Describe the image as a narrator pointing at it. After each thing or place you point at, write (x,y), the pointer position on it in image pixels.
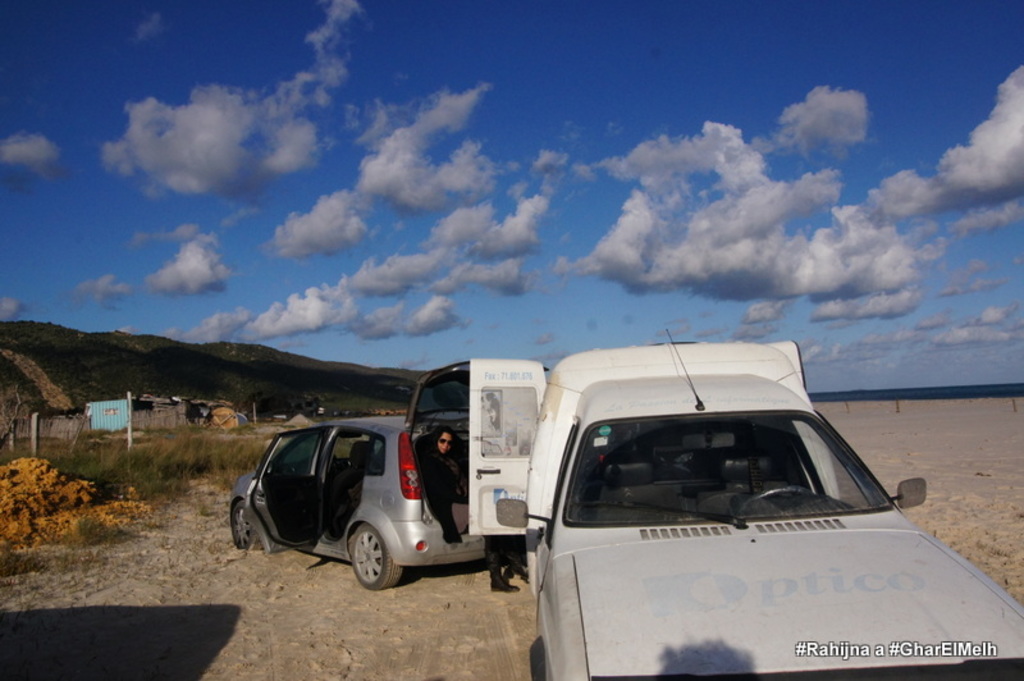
In this image a person (500,547) is sitting in a car (484,550). There are two vehicles (573,582) in the image. There are many hills (202,360) in the image. There is a clouded and blue sky (430,198) in the image.
